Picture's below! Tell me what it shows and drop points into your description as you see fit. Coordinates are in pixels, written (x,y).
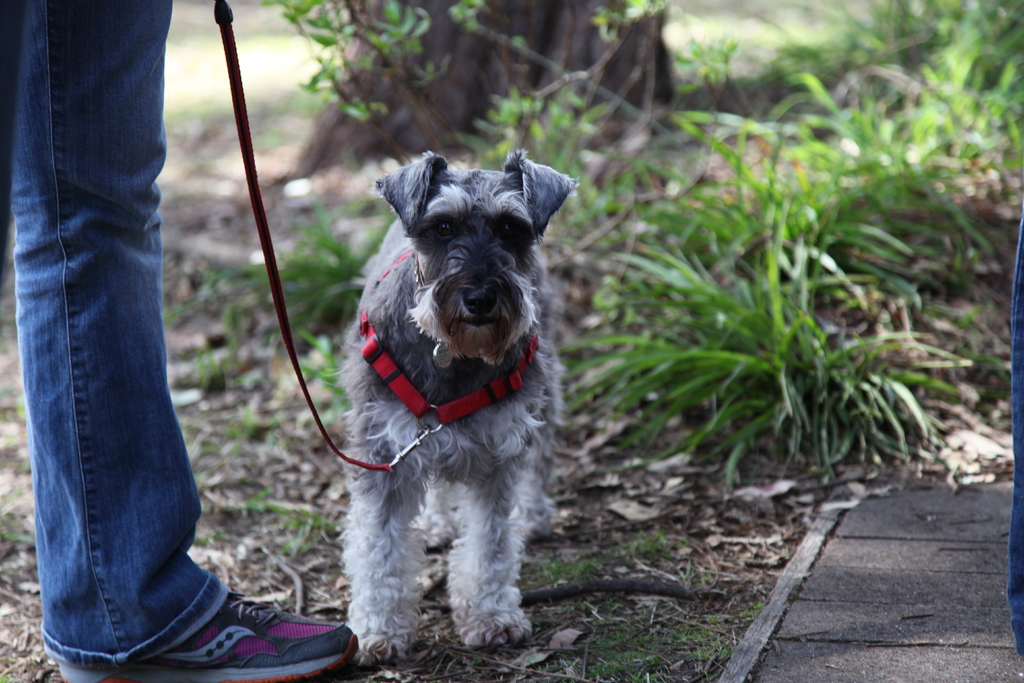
In this picture we can see the leg (73,340) of a person (113,344). We can see a dog (541,229). There is a belt (420,416) around its neck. We can see another belt (335,448) attached to a hook (417,440). We can see dried leaves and twigs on the ground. Background (988,90) portion of the picture is blurred. We can see plants (934,118) and grass (909,68).
